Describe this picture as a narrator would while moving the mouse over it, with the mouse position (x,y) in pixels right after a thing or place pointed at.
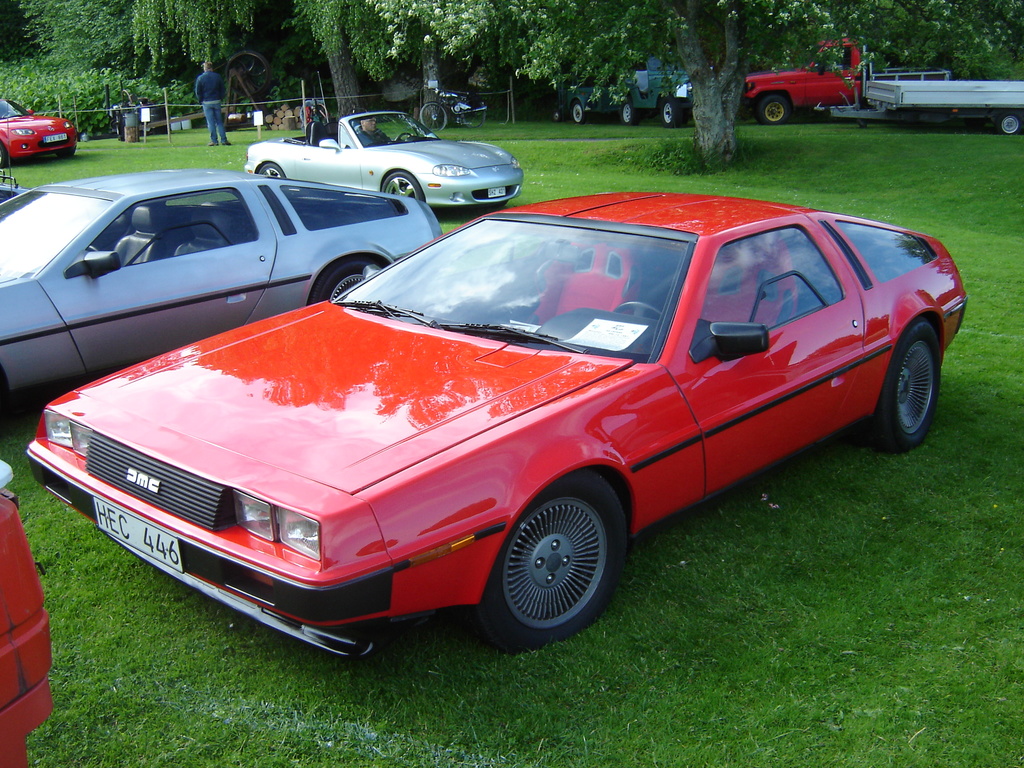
In this picture there are vehicles (466,281) on the grass (753,144). At the back (372,131) there is a person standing at the fence (87,109) and there are logs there is a person (359,130) sitting inside the car (456,201). At the back (44,77) there are trees (339,91). At the bottom (720,646) there is grass (729,605).
